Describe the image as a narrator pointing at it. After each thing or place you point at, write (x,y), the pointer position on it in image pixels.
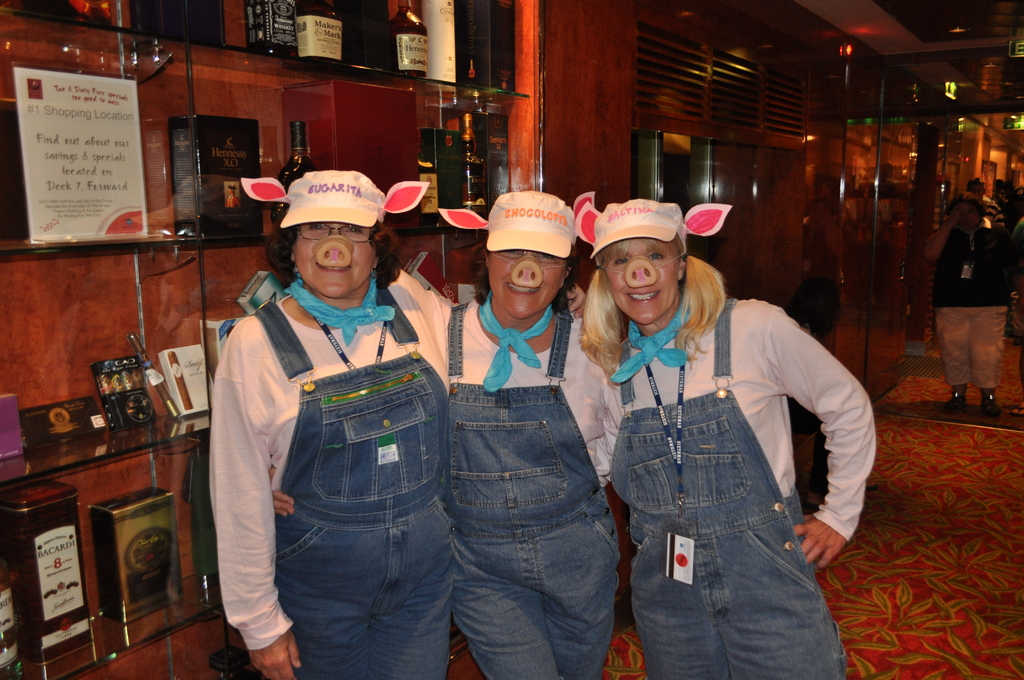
In this image, we can see three persons (738,416) standing and they are wearing hats (545,219). They are wearing the same dresses (590,469), in the background (33,474), we can see some shelves (153,455) and there are some bottles (470,145) and some objects (71,181) on the shelves (33,467), on the right side (963,341), we can see a man (959,327) standing, we can see the carpet (938,647) on the floor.
